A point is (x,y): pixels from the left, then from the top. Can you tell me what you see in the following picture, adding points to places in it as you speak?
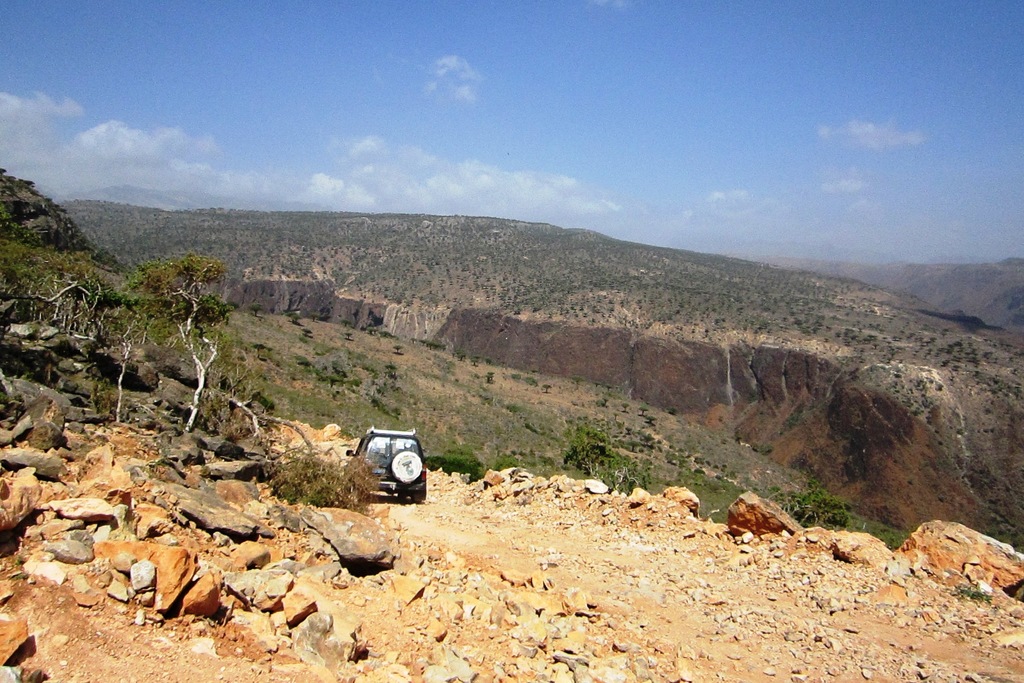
In the background (802,100) we can see the clouds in the sky (534,107). In this picture we can see the hills (441,251) and thicket (143,213). We can see a vehicle (391,447), trees (456,463), stones (482,585) and rocks (30,574).
